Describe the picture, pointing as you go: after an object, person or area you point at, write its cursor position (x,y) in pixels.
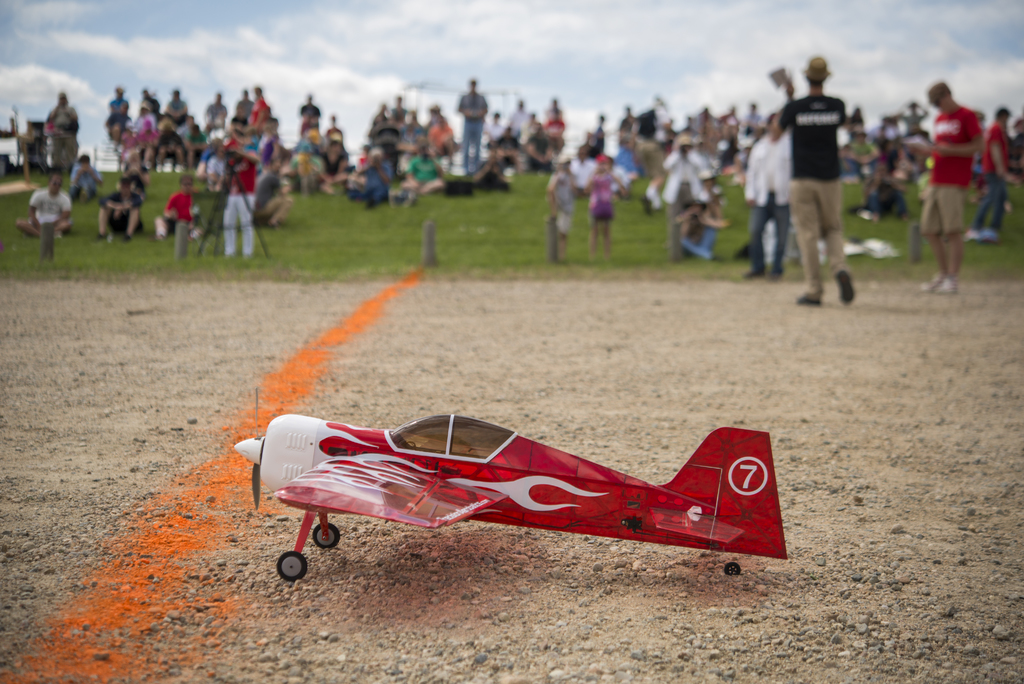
In this image I can see an aircraft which is in white and red color. Background (63,141) I can see few persons (796,206) some are sitting and some are standing, a camera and the sky (429,60) is in white color.
